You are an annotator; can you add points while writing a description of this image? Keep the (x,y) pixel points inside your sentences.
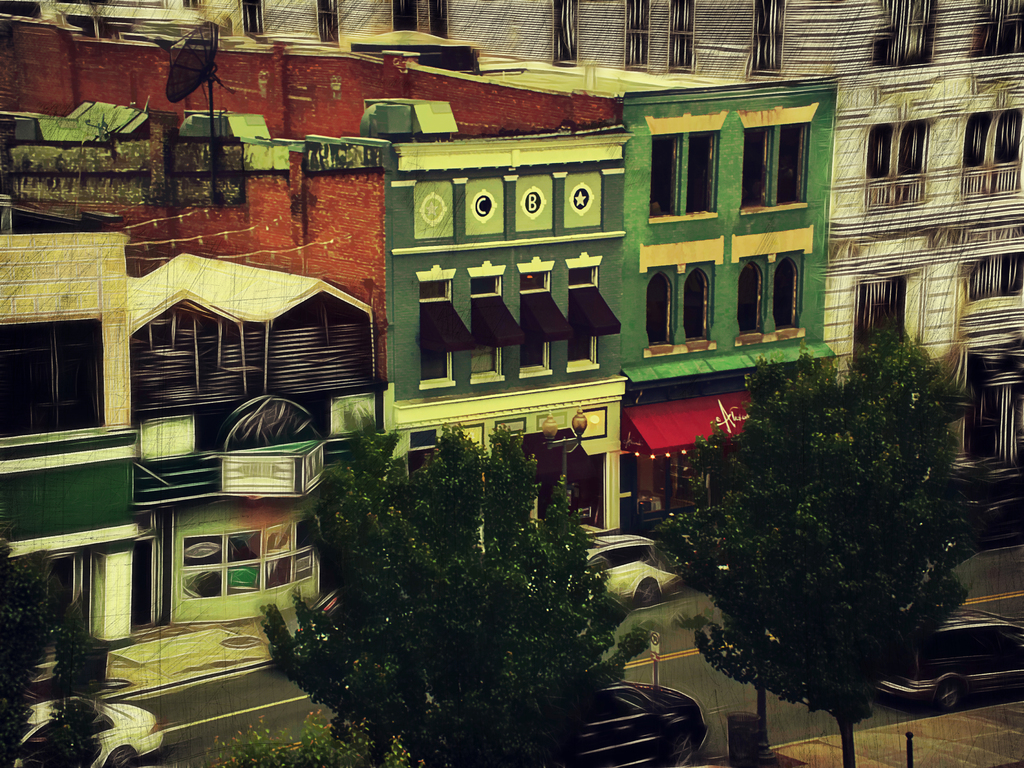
There are number of buildings (519,277) with windows (576,275) in a line by line order on the road (235,698). There is a road (647,658) in front of these building (603,264) and cars (652,581) are going on this road (178,731). On the other side of the road (248,697) there are trees (513,583) and poles (761,733) located. There is antenna (197,73) on one of the buildings (234,45).
